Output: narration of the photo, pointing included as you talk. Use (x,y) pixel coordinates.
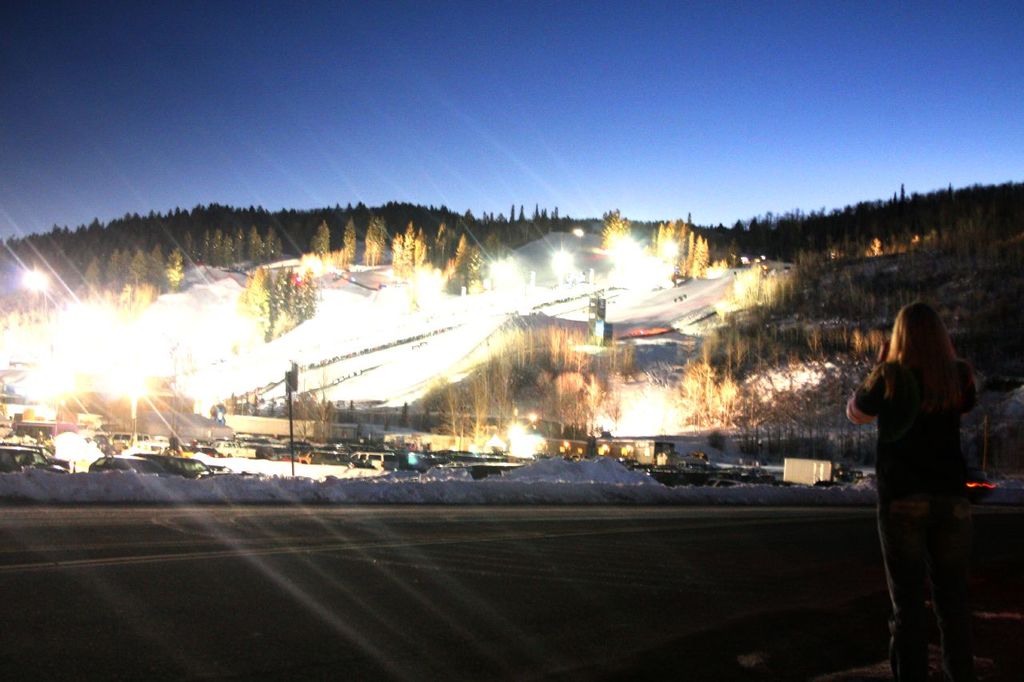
On the right side of the image (933,588) there is a person (920,589) standing on the road (694,646). In the background of the image (413,321) there is snow (350,322) on the surface (305,367). There are vehicles (354,452). There are lights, trees (192,243) and sky (571,82).
